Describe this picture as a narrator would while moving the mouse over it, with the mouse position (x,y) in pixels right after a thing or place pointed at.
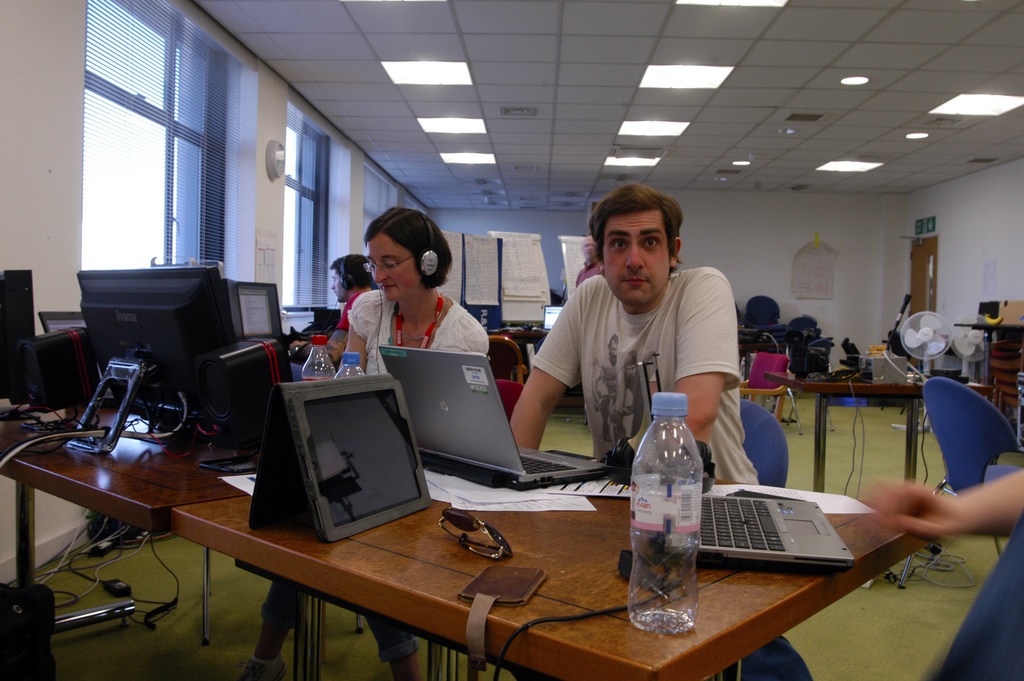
This picture shows a woman (408,308) and a man (639,391) sitting in the chairs (761,443) in front of a table (513,547) on which laptops (467,444), papers (498,503), spectacles (492,542), bottles (658,474) were placed. We can observe a monitor (156,323) too. In the background (519,251) there is a wallboard (516,273) and a table fan (916,330) here.
